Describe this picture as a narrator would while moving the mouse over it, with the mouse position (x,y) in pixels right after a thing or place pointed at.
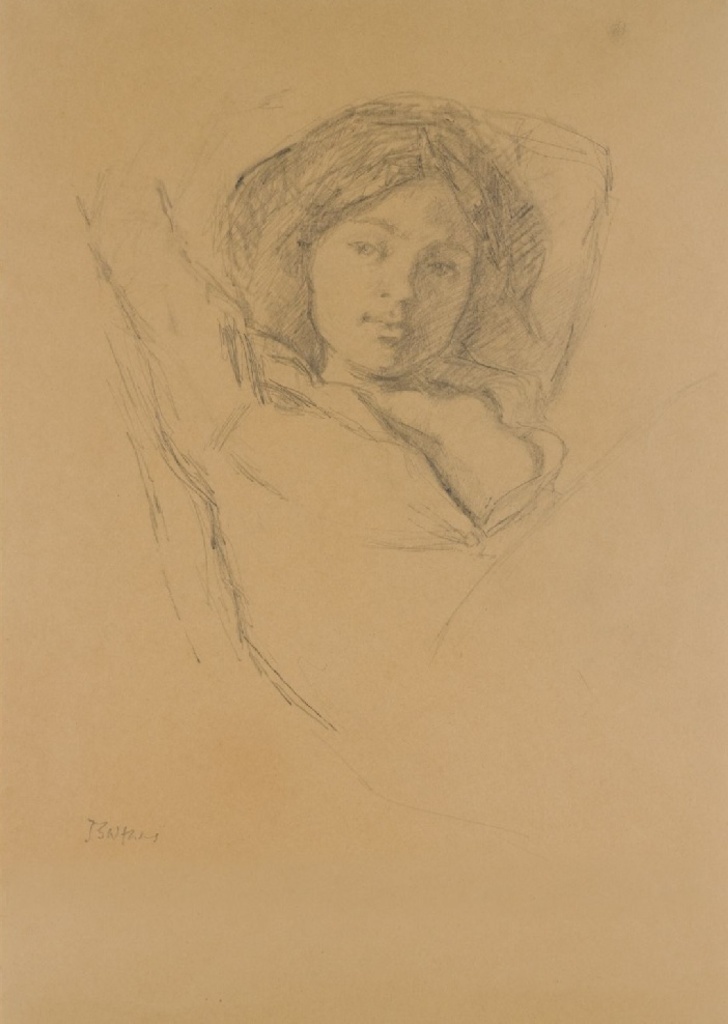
In this picture we can see a sketch of a girl (351,253) where she is smiling.
